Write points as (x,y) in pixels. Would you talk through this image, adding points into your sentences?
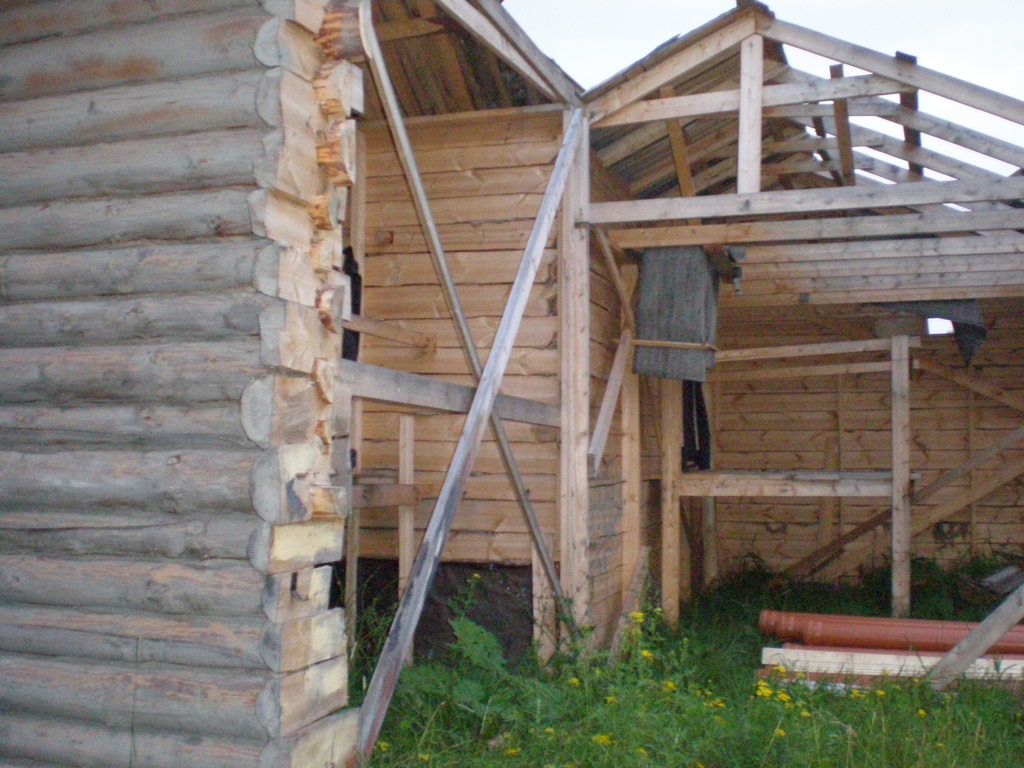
In the foreground of this image (785,733), on the bottom (695,691), there is the grass (727,733). In the middle (429,282), there is construction of wooden house (601,316). On the top (630,33), there is the sky (623,27).
